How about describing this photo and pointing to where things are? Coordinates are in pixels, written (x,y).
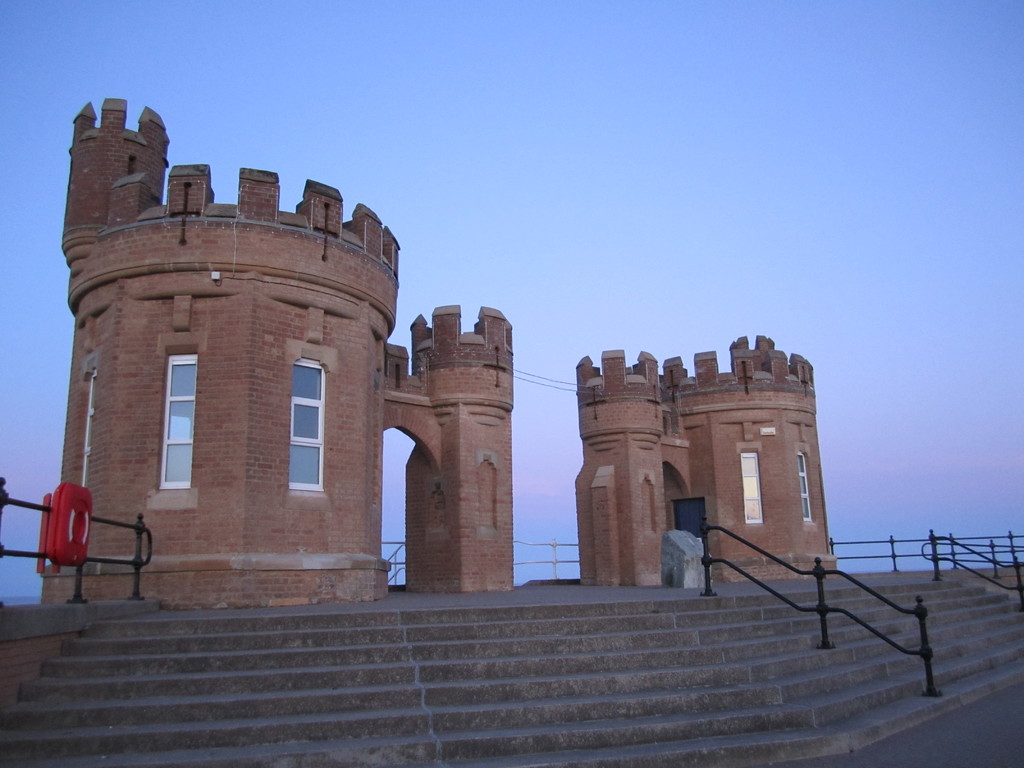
In this image we can see two buildings (299,498) with windows (310,415). In the foreground (335,638) we can see a staircase (243,619), metal railings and in the background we can see the sky (856,564).
